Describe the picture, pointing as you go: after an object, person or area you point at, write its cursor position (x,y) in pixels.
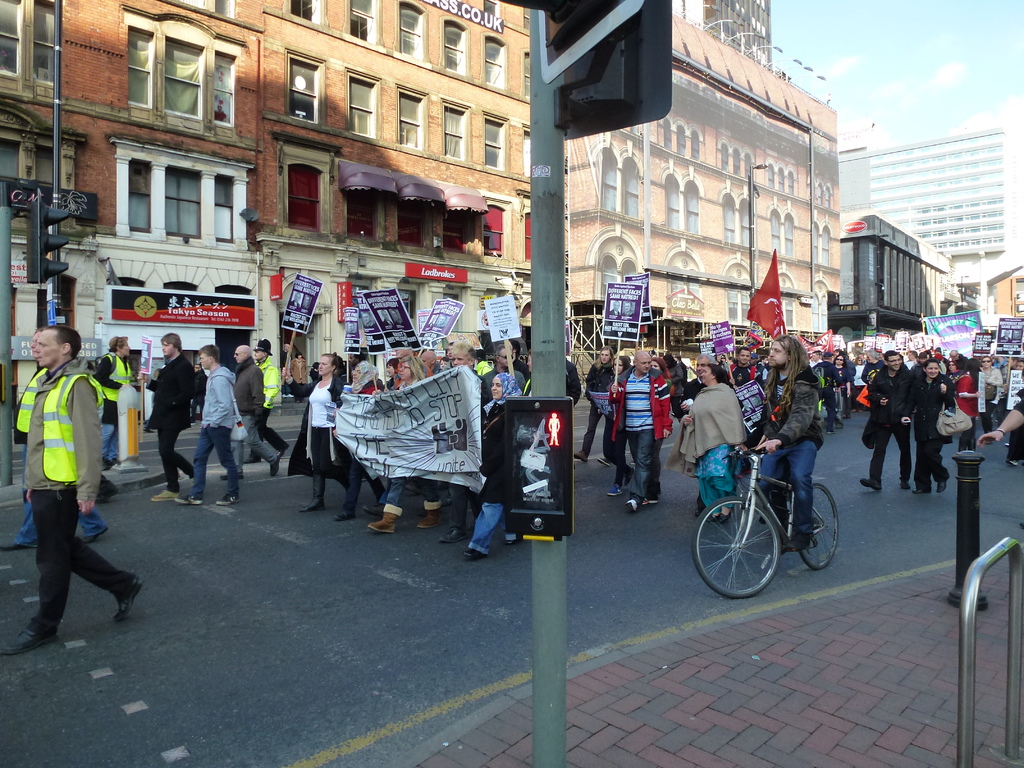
In the image there are many people (618,383) holding banners (623,302) and flag (775,287) protesting, there is a pole (563,195) in the middle of foot path (982,654) and behind there are buildings (294,158) with windows (616,265) and doors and above its sky (883,59) with clouds (941,71).
